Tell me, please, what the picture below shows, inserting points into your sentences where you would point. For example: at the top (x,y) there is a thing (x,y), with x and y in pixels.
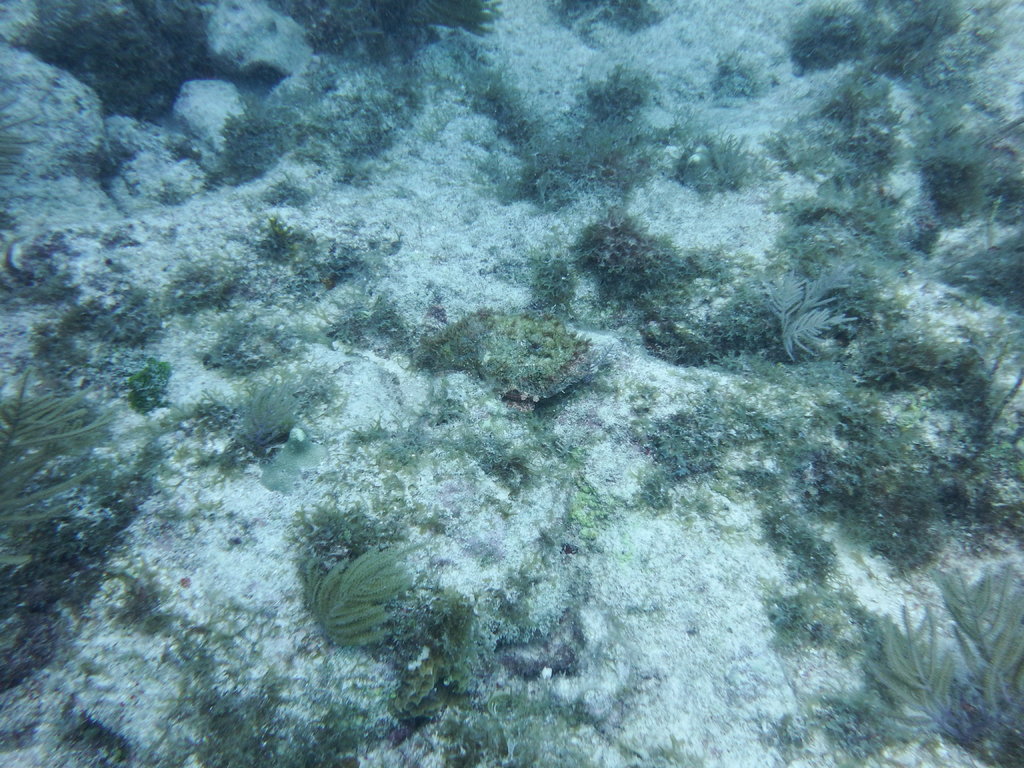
In the foreground of this image (19,405), there are grass (772,433) and plants (983,628) under the water (414,332).
